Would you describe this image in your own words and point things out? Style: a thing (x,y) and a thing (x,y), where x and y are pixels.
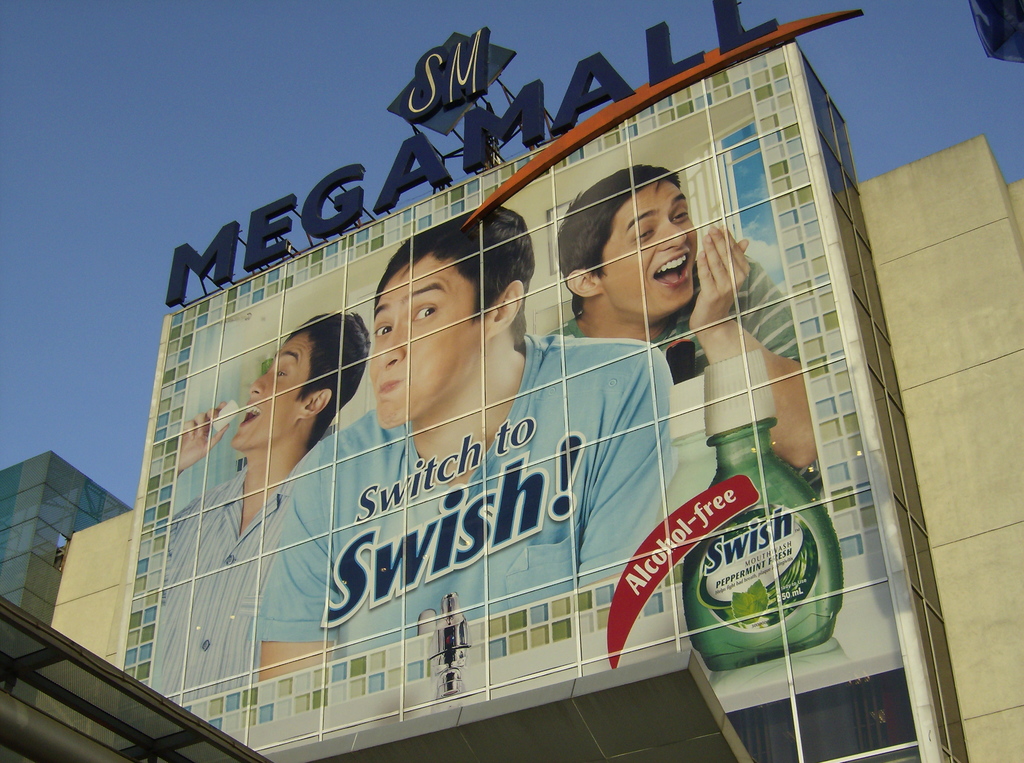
In the foreground of this image (382,564), there is a poster (478,560) and some text (477,541) on a building (948,361). At the top (192,93), there is the sky (236,81).
